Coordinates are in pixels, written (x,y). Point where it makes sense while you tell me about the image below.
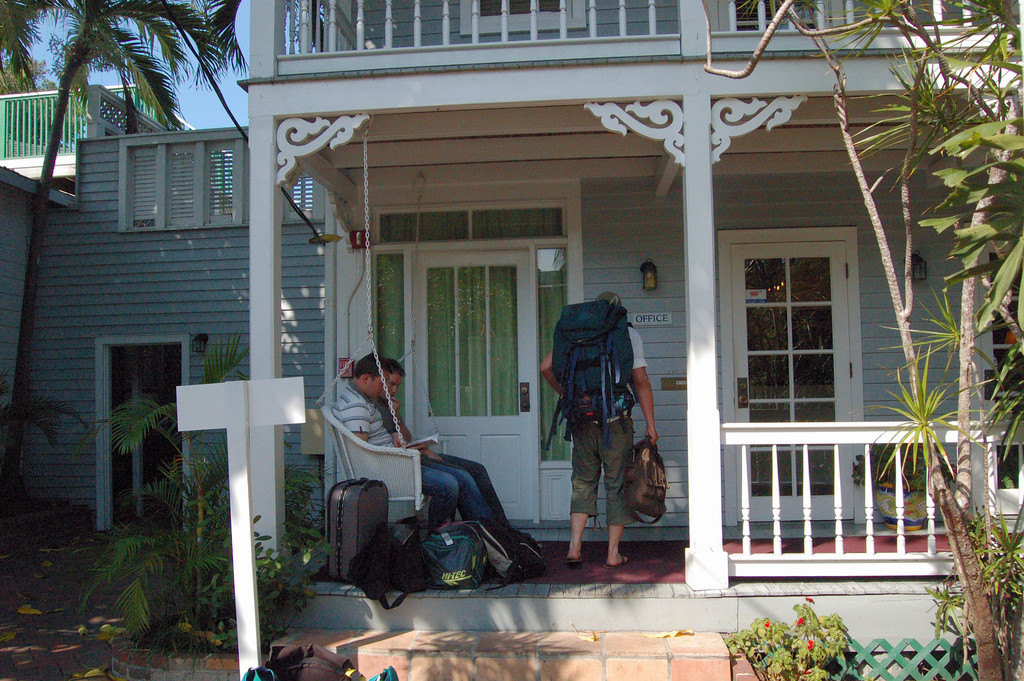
In this image there is a house (902,494) in that house (401,325) there is a sofa (402,471), in that two men (454,481) are sitting and there is a luggage (454,569), one man (636,376) is standing and holding luggage (629,389) and there are three doors (765,325), on the right side (995,306) there are trees (976,250), on the left side (86,14) there are trees (73,13).
